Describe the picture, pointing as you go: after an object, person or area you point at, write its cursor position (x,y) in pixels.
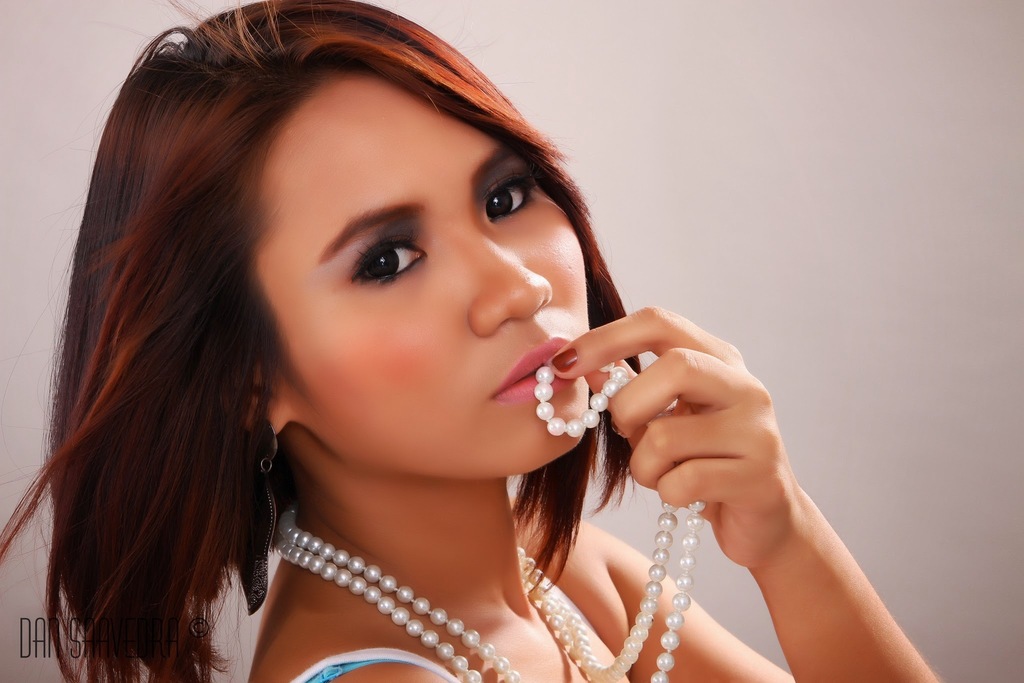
In this image we can see a woman (440,428) holding the pearl chain (627,671). In the background (766,297) we can see the plain wall (71,55). In the bottom left corner (105,635) there is text (105,635).
